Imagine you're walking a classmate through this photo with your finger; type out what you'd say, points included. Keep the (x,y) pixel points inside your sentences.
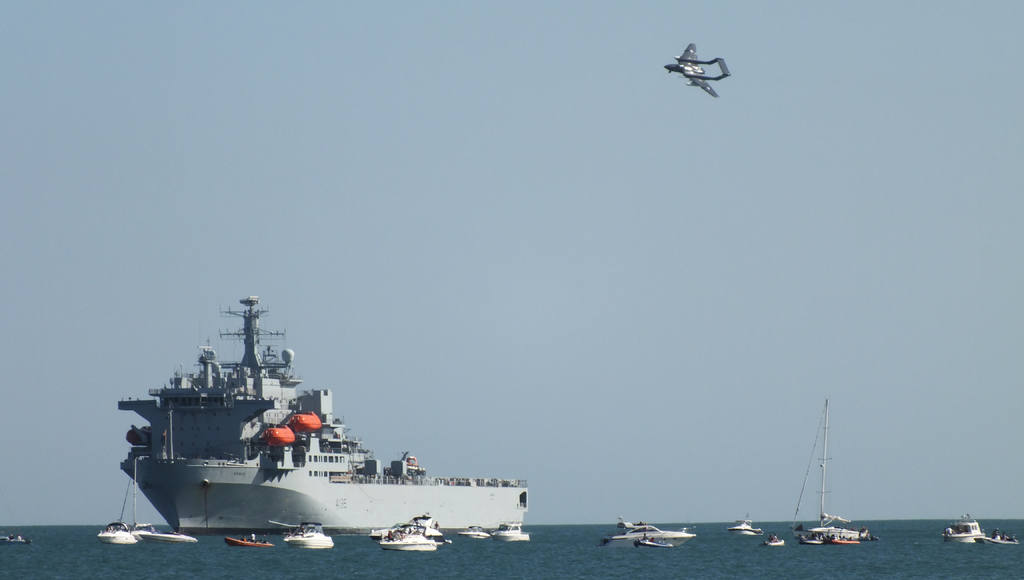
In this image I can see ships (434,492), boats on the water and in background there is an aircraft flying in the air (544,90).
